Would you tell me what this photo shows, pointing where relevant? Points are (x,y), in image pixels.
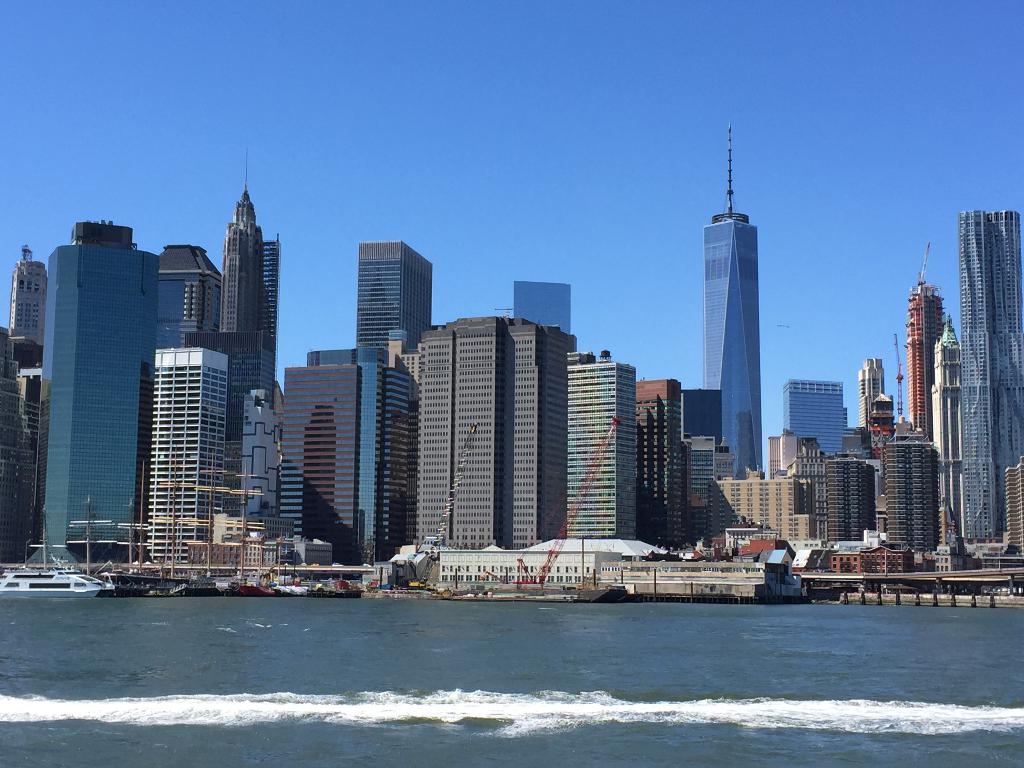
In this image there is the sky (585,79) truncated towards the top of the image (606,63), there are buildings (481,460), there are buildings (30,398) truncated towards the left of the image (26,413), there are buildings (947,404) truncated towards the right of the image (1011,242), there is the sea (514,671) truncated towards the bottom of the image (656,690), there is a boat (64,581) on the sea (129,605).
